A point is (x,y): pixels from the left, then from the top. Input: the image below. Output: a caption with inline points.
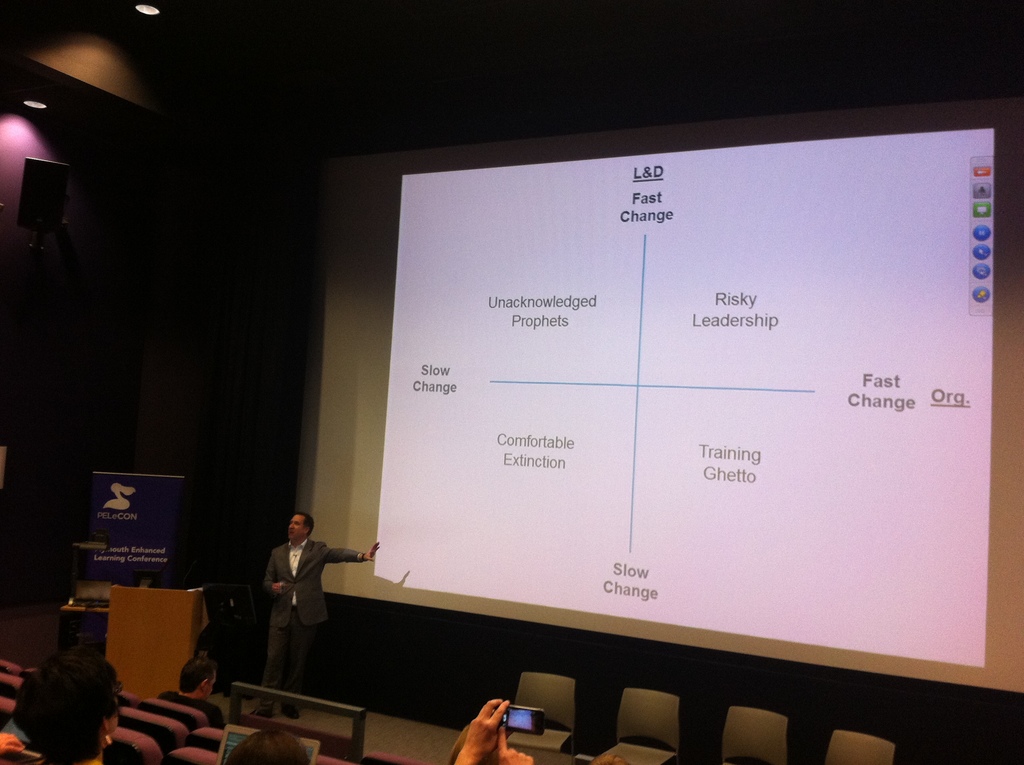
At the bottom of the image (732,744), we can see people (317,610) and chairs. Here we can see a person's hands (496,720) are holding mobile (512,724). Background (154,638) we can see podium (120,597), boards (140,543), screen (322,426), speaker (52,222), walls (165,341), and lights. On the screen (467,234) we can see text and icons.
